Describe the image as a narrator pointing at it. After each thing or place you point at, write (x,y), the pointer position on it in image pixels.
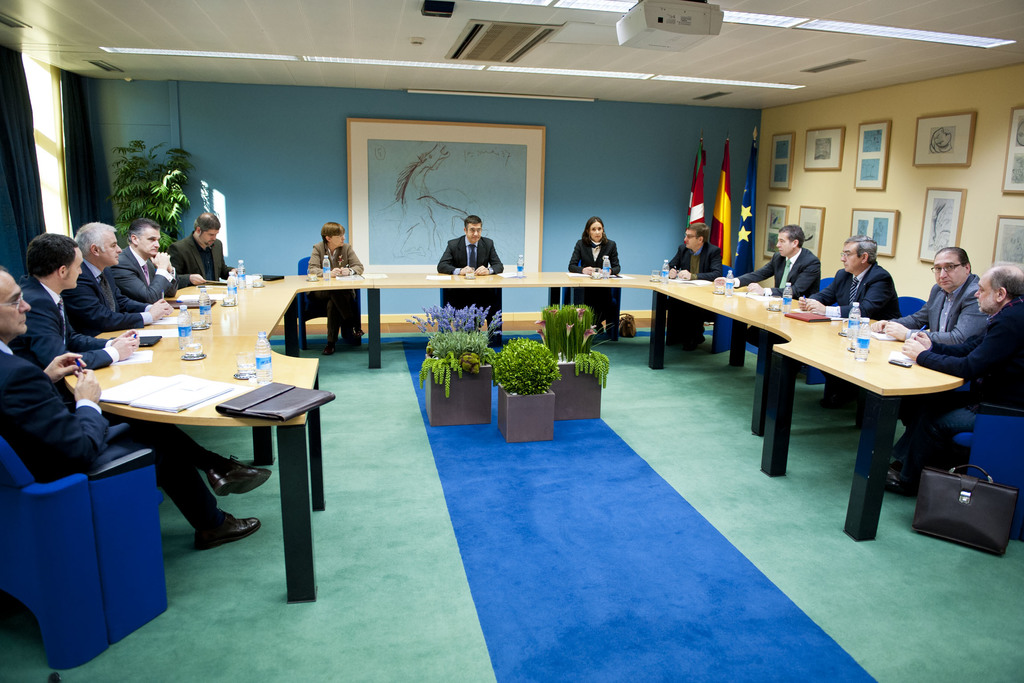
This picture is clicked in the conference room (477,451). In this picture, we see many people (201,254) are sitting on the chairs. In front of them, we see a table (889,383) on which files (302,394), books (203,398), papers (181,379), water bottles (190,324) and glasses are placed. In front of them, we see flower pots (584,385). Behind them, we see a blue wall (280,169) on which photo frame (425,208) is placed. On the left side (142,173), we see a flower pot (146,199), windows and curtains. On the right side (854,181), we see a yellow wall (852,172) on which many photo frames (843,130) are placed. Beside that, we see three flags (753,160) in blue, red, white and yellow color. At the bottom of the picture (531,614), we see the flooring (379,614) in green and blue color. At the top of the picture (707,82), we see the projector (654,12) and the ceiling (627,57) of the room (627,57).
